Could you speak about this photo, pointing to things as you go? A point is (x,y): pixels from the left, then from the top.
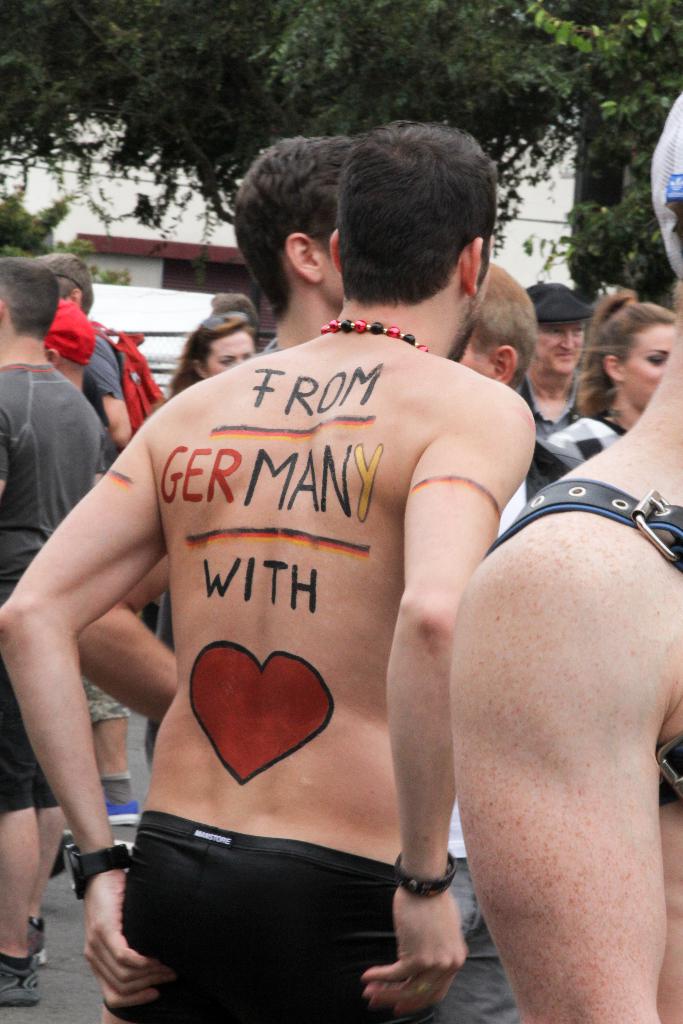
In this picture we can see a group of people (580,626) on the ground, one person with text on him and in the background (513,236) we can see a building (520,256), trees (573,121).
